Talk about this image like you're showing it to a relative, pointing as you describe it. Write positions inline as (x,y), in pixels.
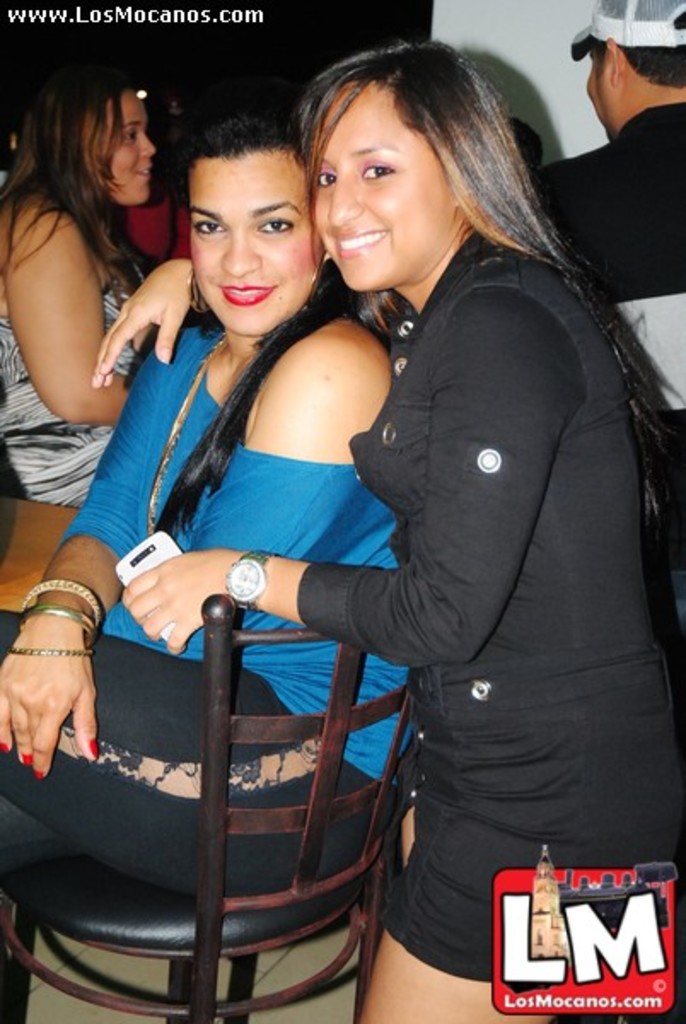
In this image there is a person (225,417) sitting in a chair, beside the chair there is a woman (400,566) standing, behind them there are a few other people (108,240), at the top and bottom of the image (554,909) there are text (40,16) and logo (550,915).
